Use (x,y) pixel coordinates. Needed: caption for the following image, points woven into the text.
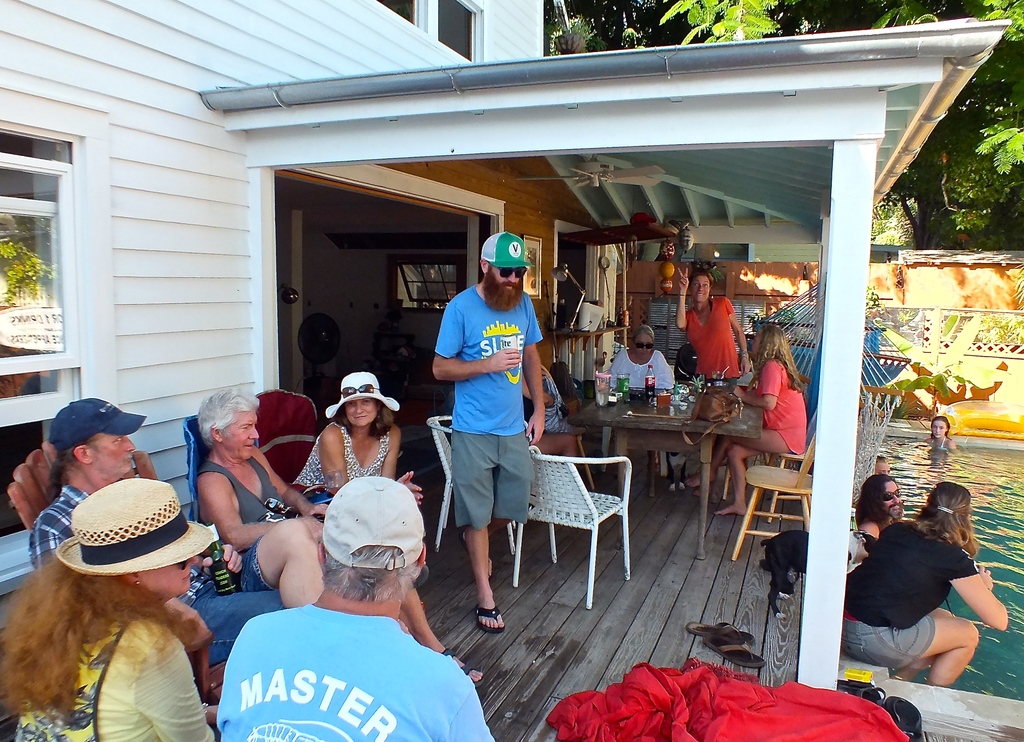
In the image there are few old people (111,447) sitting on chairs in the front (262,608) and in the back (729,450) there are woman (777,399) sitting in front of table (680,392) with soft drink glasses (628,390) on it, on the right side (911,444) there are people (947,436) swimming in the pool (1016,596) and behind there is a wall (912,267) with a tree (1011,138) behind it.
